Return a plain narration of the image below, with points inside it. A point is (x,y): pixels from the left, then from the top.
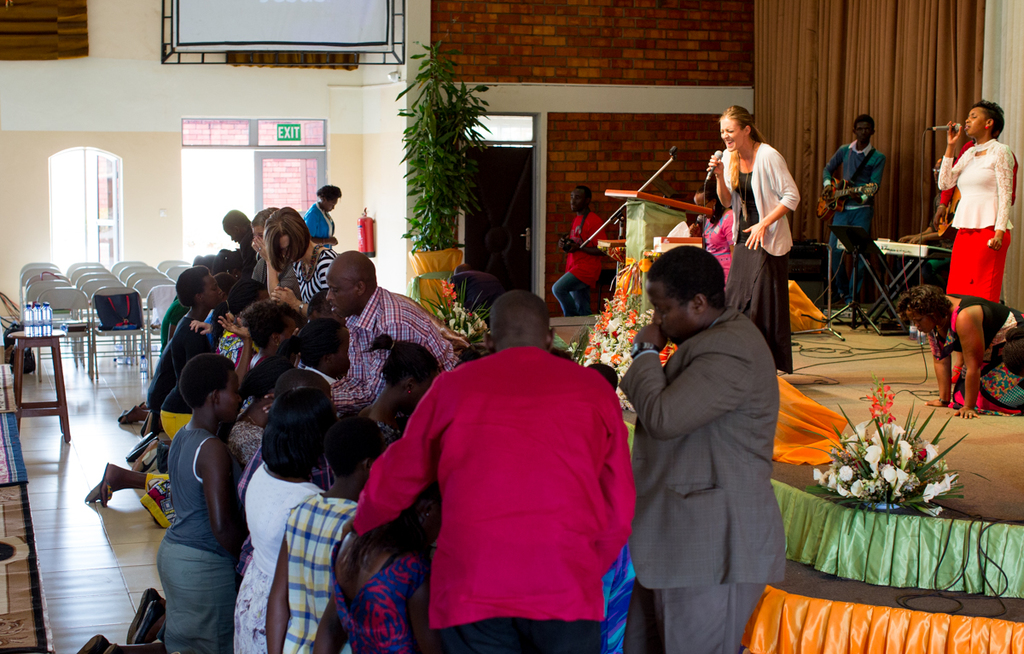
In this image there are few ladies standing on the stage (966,559) and singing, beside them there are some people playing musical instruments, also there flower bouquets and plant pot (427,296) on the stage (903,352), in-front of the stage (899,571) there are so many people (317,584) beside them there are some empty chairs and also there is a door (467,235) to access.
